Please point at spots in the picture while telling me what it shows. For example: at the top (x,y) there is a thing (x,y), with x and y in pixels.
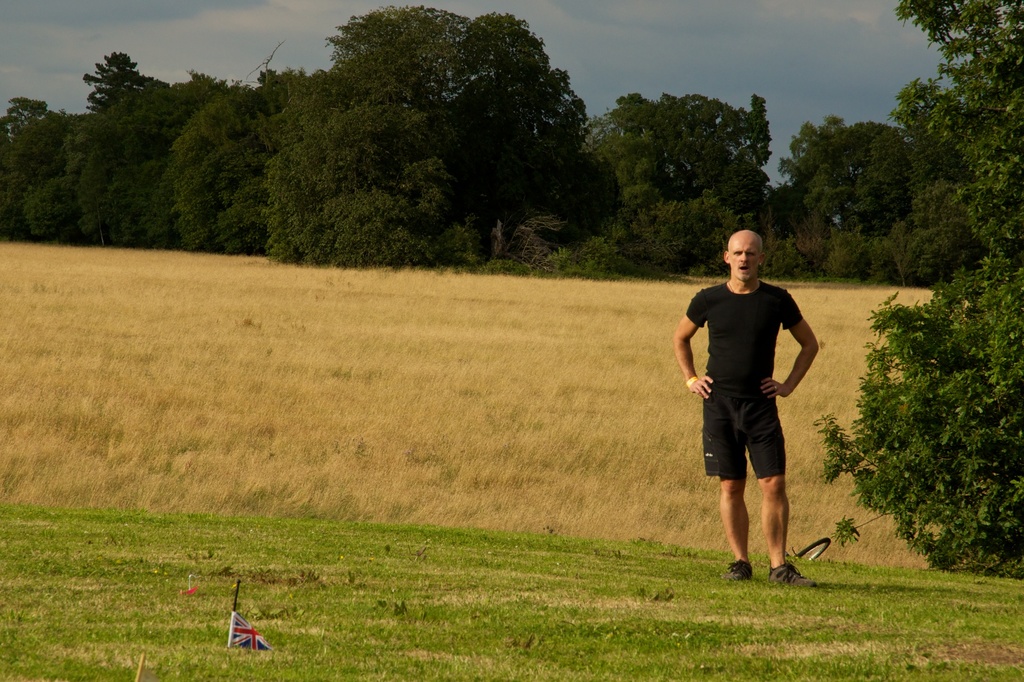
Here in this picture we can see a person (724,327) in black colored t shirt (723,311) and shorts (757,464) present on the ground (690,531), which is fully covered with grass (324,479) over there and behind him we can see plants (385,234) and trees (963,175) covered all over there and we can also see clouds (194,26) in the sky (695,55) and in the front (252,644) we can see a flag post (236,644) present on the ground (217,631) over there.
